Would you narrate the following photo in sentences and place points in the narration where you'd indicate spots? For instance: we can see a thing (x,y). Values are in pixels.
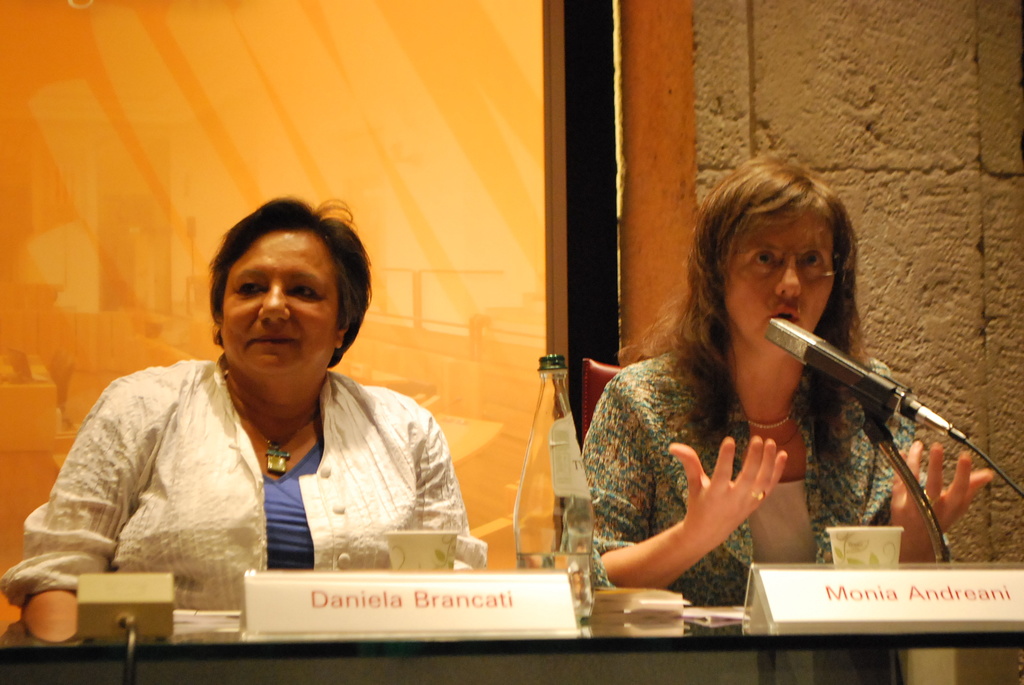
At the bottom of the image (214,641) there is a table (425,642) with name boards (950,613), bottle (569,412), cup (836,559) and few other items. Behind the table (653,630) at the left side (203,422) there is a lady (219,419) with white jacket (361,458) is sitting. And at the right side of the image (702,360) there is a lady (778,365) sitting in front of the mic (788,348) and she is talking. Behind them at the right side (857,107) there is a wall (840,94). And at the left side (206,113) there is a glass door (529,177).
